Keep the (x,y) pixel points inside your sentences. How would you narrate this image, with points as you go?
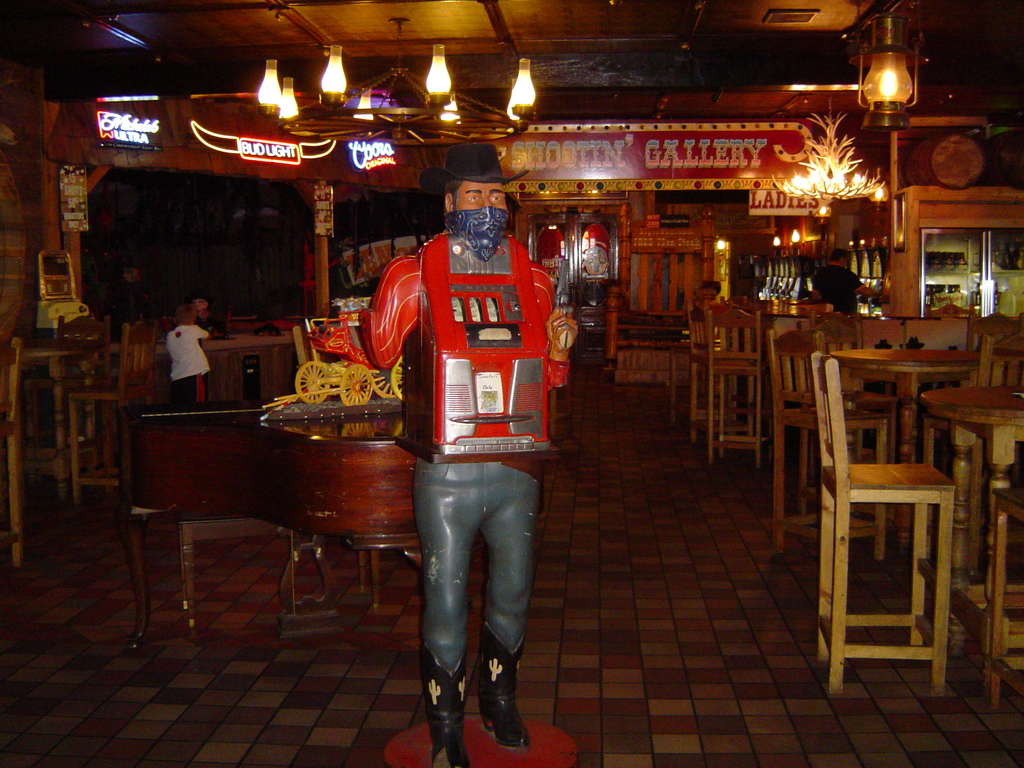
There is a man statue (435,360). In the background (361,406) we have a piano (174,495) and a toy vehicle (342,382) on it. There is a lamp (893,90) at the top (891,76) and a table (889,357) at the bottom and there are chairs (825,431) around the table (1007,390). There is a hoarding (660,152) at the back side (530,128). There are led lights (105,138) to the left side (145,133) top corner.
